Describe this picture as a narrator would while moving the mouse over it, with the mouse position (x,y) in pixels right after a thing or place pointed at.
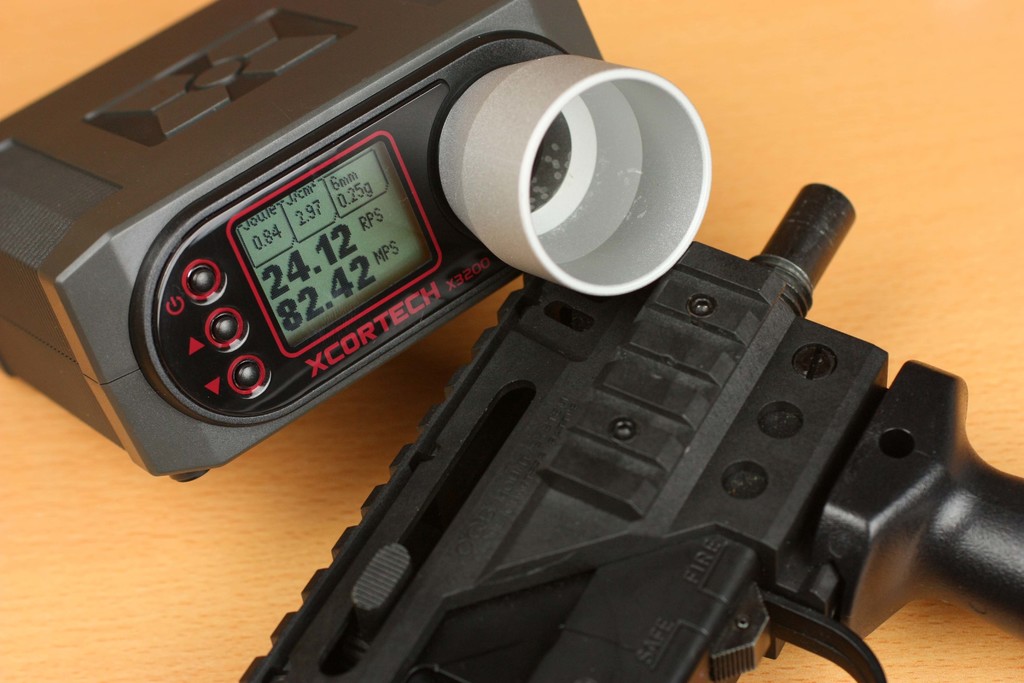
In this image I can see the cream colored surface (191,560) and on it I can see a black colored object (721,488). I can see a white and black colored gadget (300,152) which has a digital display (279,257).
